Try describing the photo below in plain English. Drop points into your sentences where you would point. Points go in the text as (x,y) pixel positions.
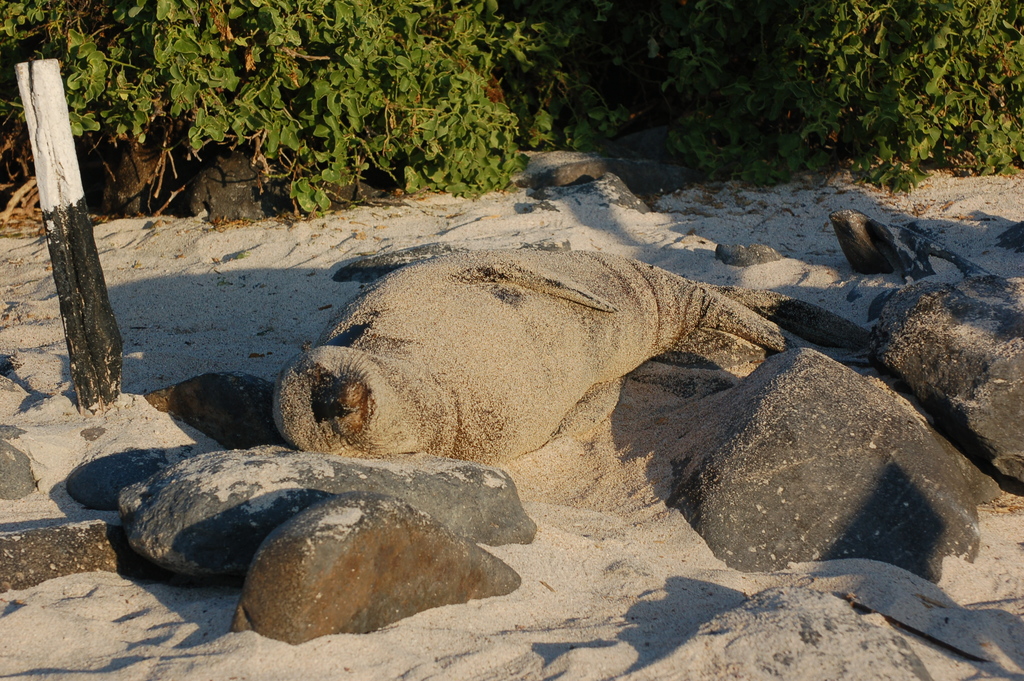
In this picture I can see a seal (473,345) on the sand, there is a kind of pole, there are rocks (983,439), and in the background (520,139) there are plants (177,150).
